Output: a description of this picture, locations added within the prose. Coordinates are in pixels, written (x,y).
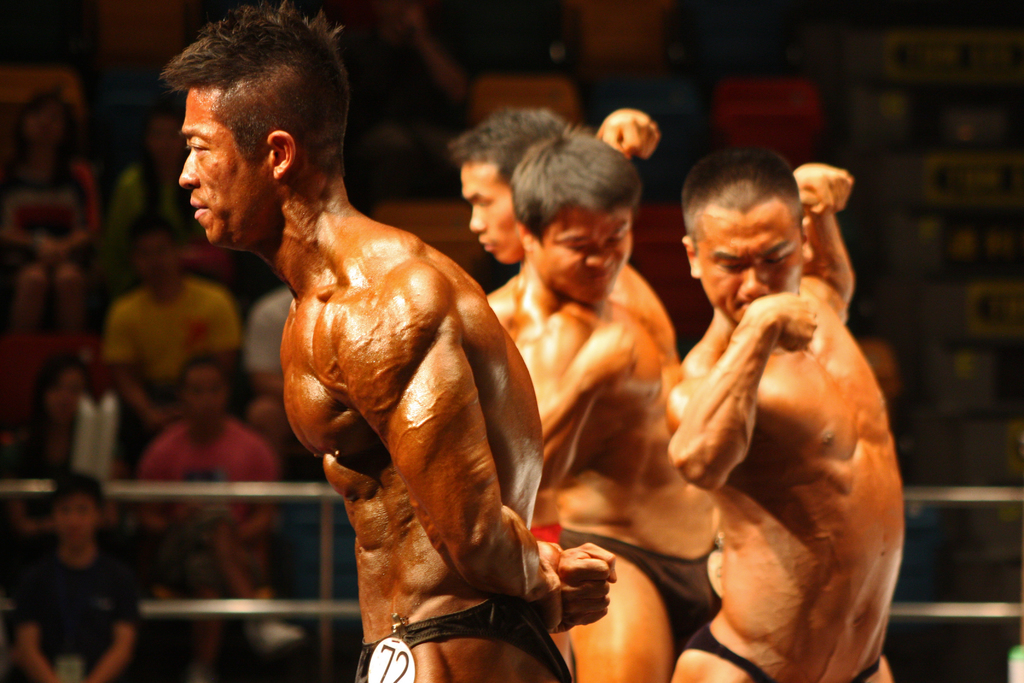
In the picture we can see bodybuilders (524,592) are showing their muscles (383,595) and in the background (55,608), we can see some railing (295,603) and behind it, we can see some people (152,346) are sitting on the chairs (96,372).
